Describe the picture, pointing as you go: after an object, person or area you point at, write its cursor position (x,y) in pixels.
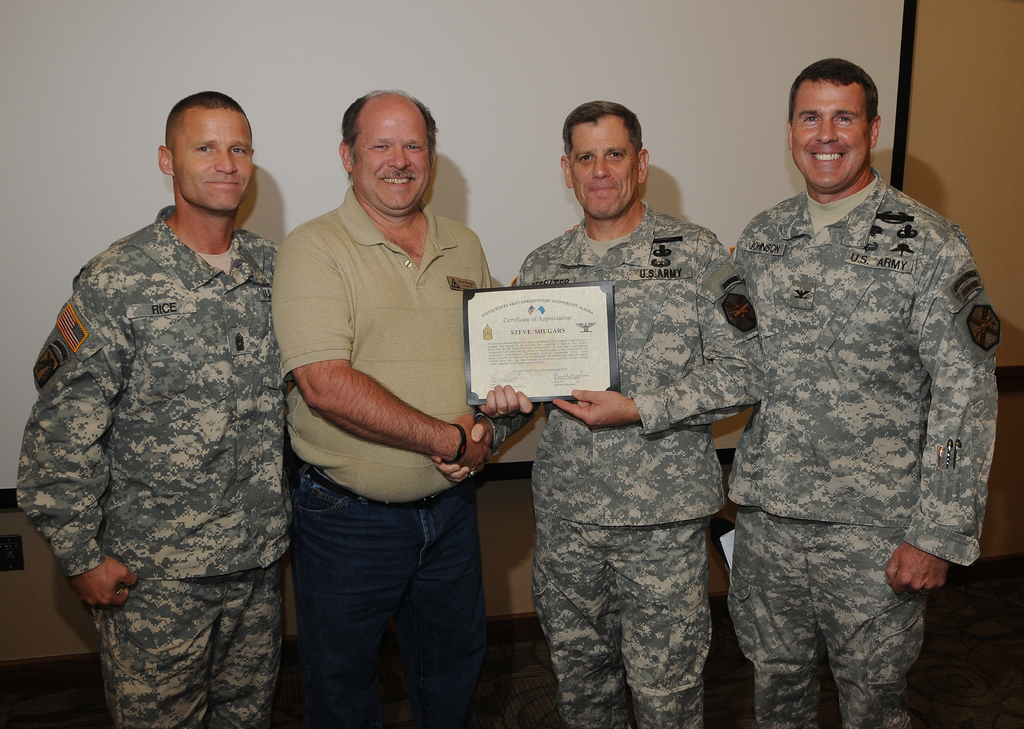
In this image, we can see four people (323,306) are standing. They are seeing and smiling. Here we can see two people (479,444) are shaking their hands (486,444) and holding an object (538,355). Background (515,63) we can see a white color, wall (610,68). At the bottom (533,686), there is a floor (503,704).
